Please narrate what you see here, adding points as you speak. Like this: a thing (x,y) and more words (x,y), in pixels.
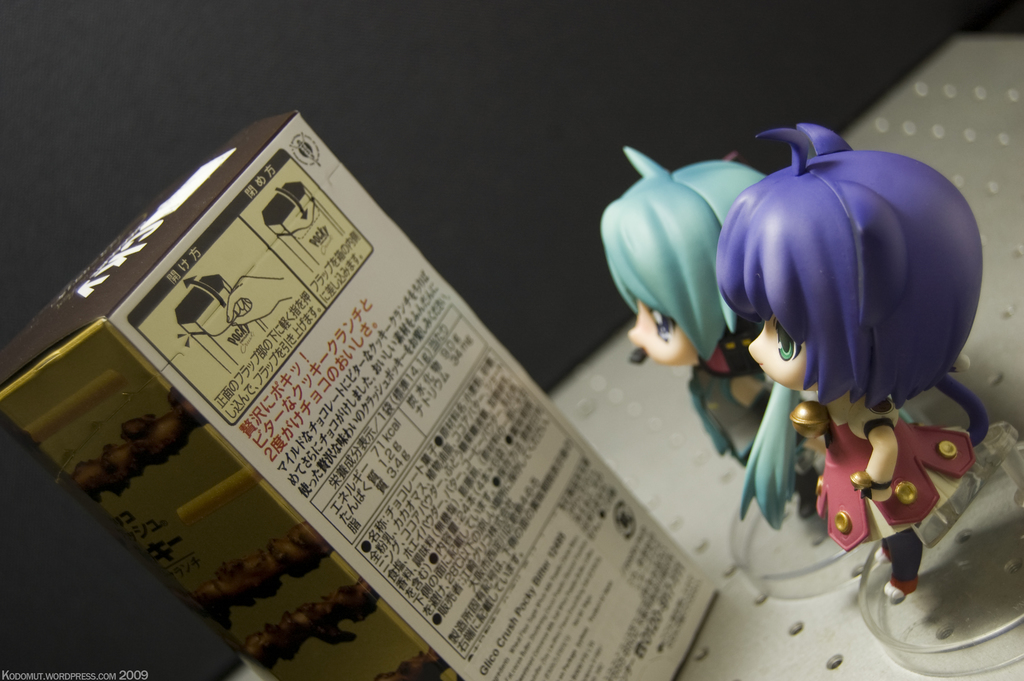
In this picture I can see a box (487,656) and two toys (698,364) on an object (641,441), and there is a watermark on the image.
